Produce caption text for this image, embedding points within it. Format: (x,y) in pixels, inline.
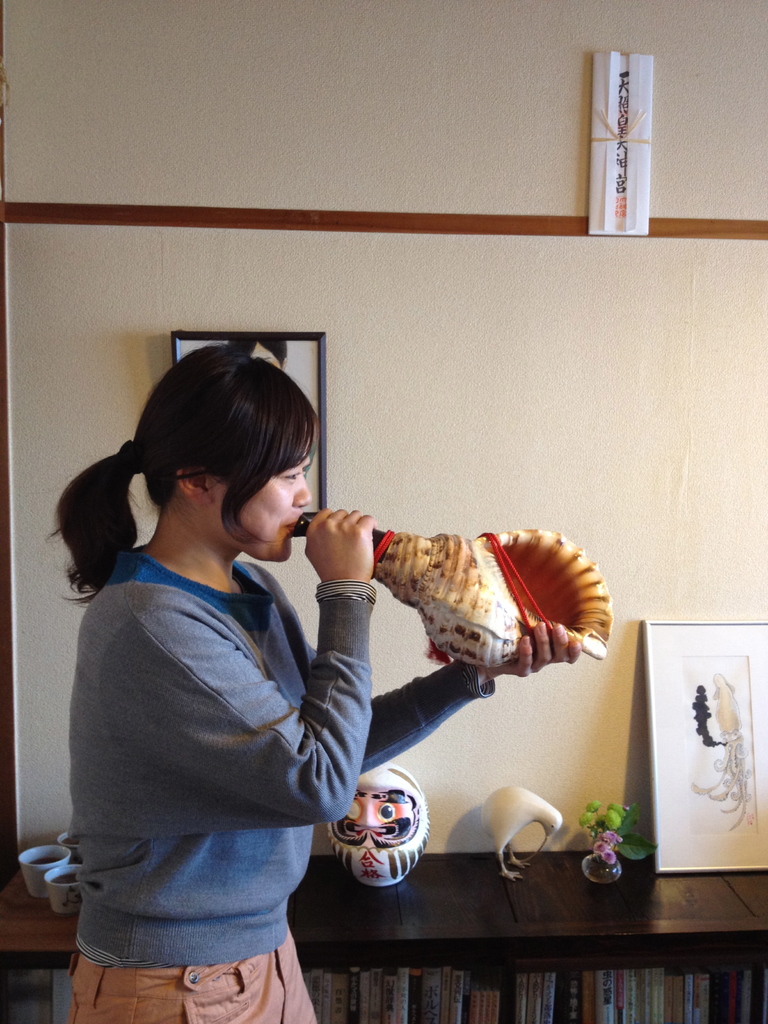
In this image we can see a lady (304,684) holding a shell (447,603) in the hand (357,569). In the back (333,886) there is a cupboard (405,899). In the cupboard (456,907) there are books (637,990). On the cupboard (408,893) there are cups (61,879), mask (415,858), statue of a bird (517,813), vase (606,863) with flowers (609,830) and a photo frame (676,773). In the back (539,336) there is a wall (345,331) with photo frame (246,345). Also there is some other thing (635,159) on the wall (539,191).
